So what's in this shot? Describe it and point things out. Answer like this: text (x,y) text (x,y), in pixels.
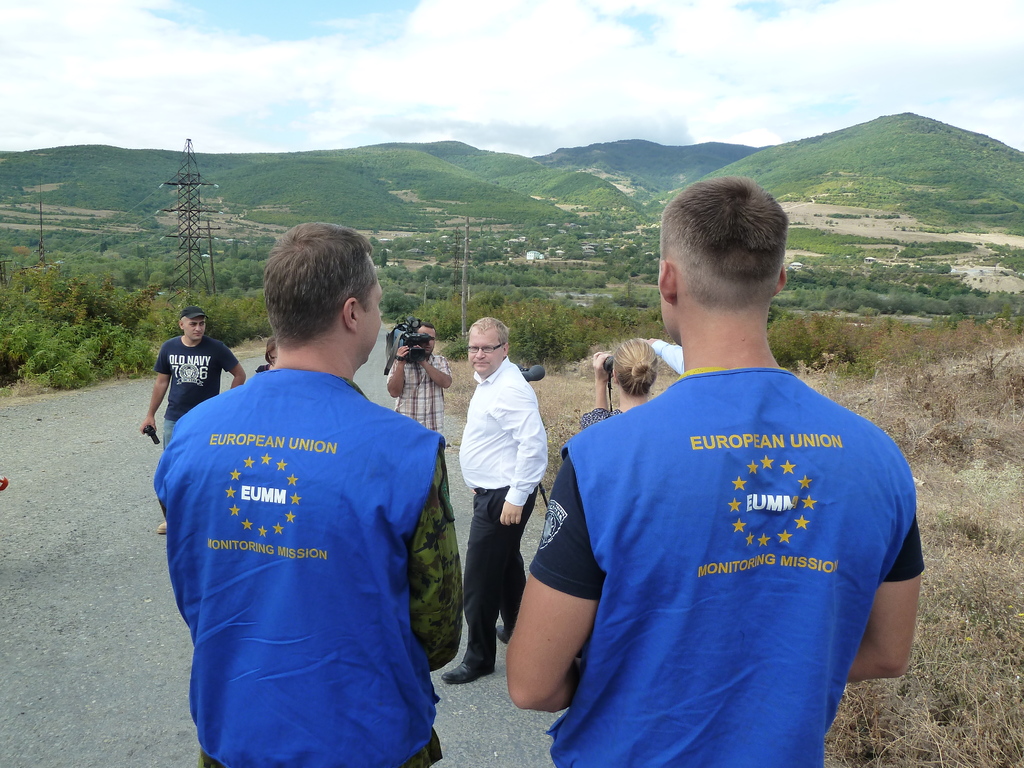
In the center of the image (367,496) we can see many persons (376,459) standing on the road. In the background (133,157) there is a tower (187,195), pole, hills (404,226), trees (506,217), plants (516,306), sky (423,116) and clouds (443,50).
